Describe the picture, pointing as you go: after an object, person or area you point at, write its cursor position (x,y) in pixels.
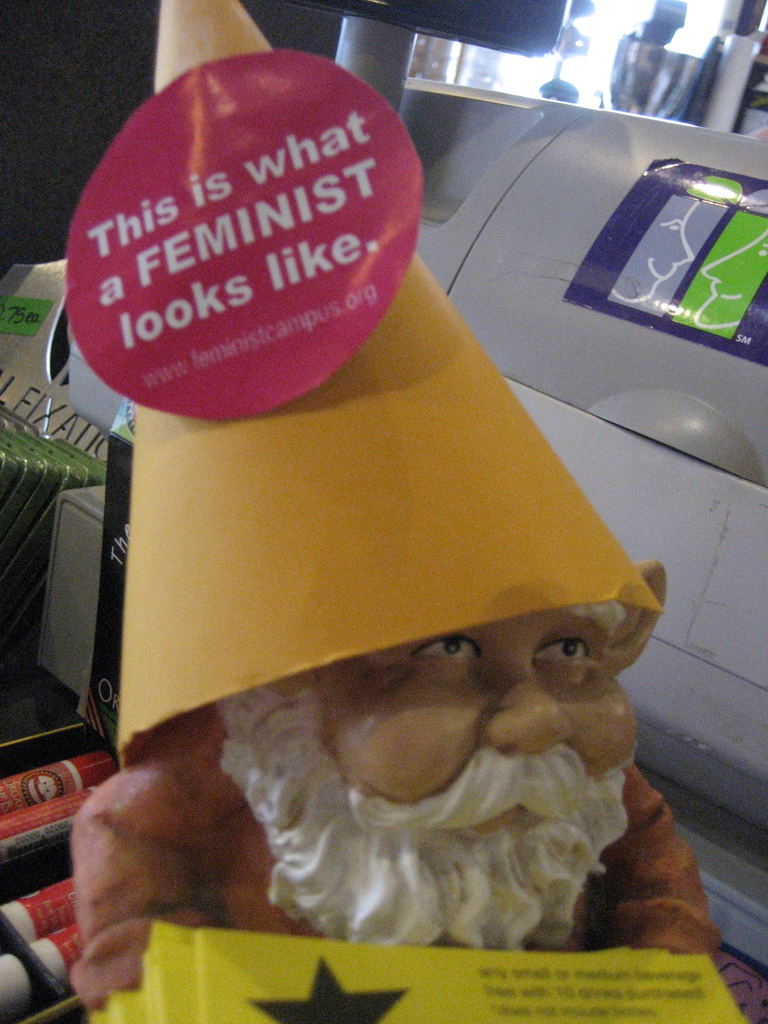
In the center of the image (361,601) there is a toy (319,802). In the background (620,456) we can see objects (40,563) and wall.
